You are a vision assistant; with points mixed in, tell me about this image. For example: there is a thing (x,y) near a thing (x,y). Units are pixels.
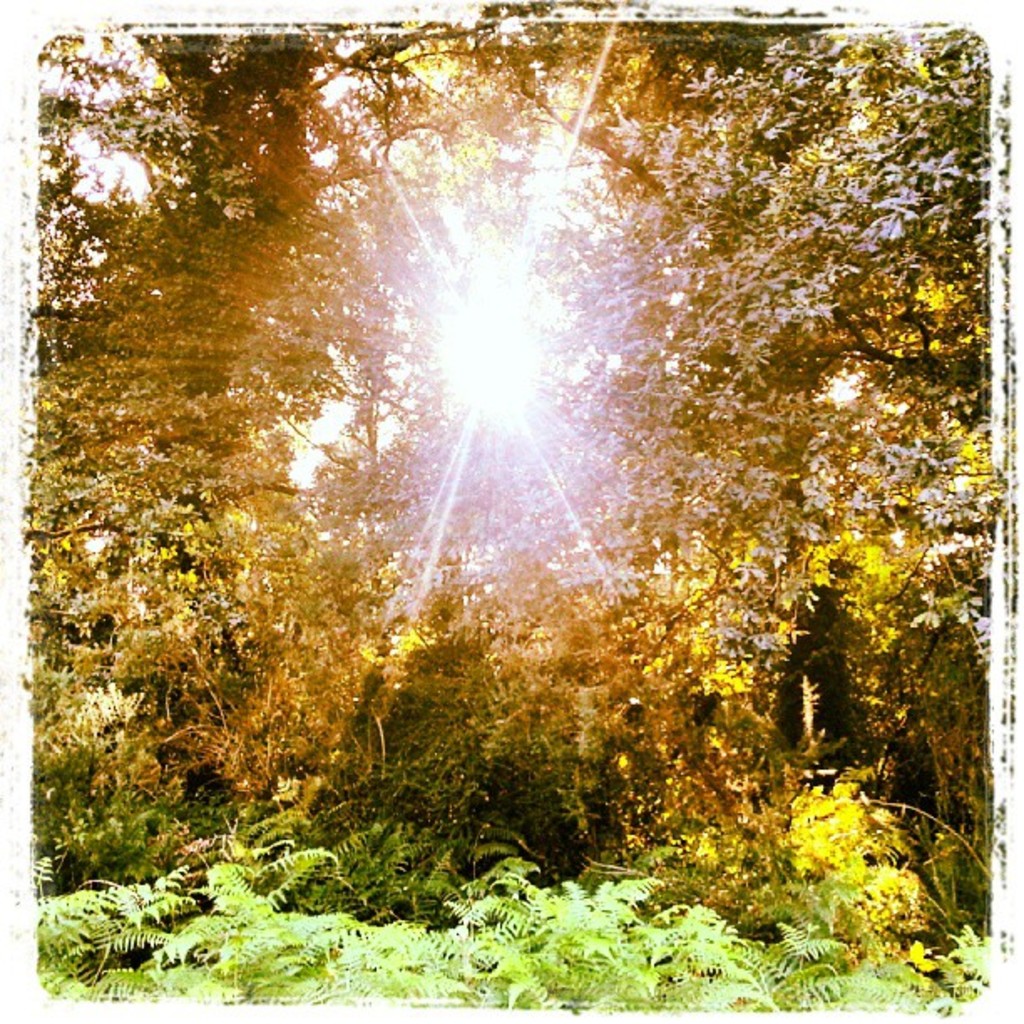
This is an edited picture. I can see plants (688,662), trees (574,410), and in the background (495,362) there is sky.
